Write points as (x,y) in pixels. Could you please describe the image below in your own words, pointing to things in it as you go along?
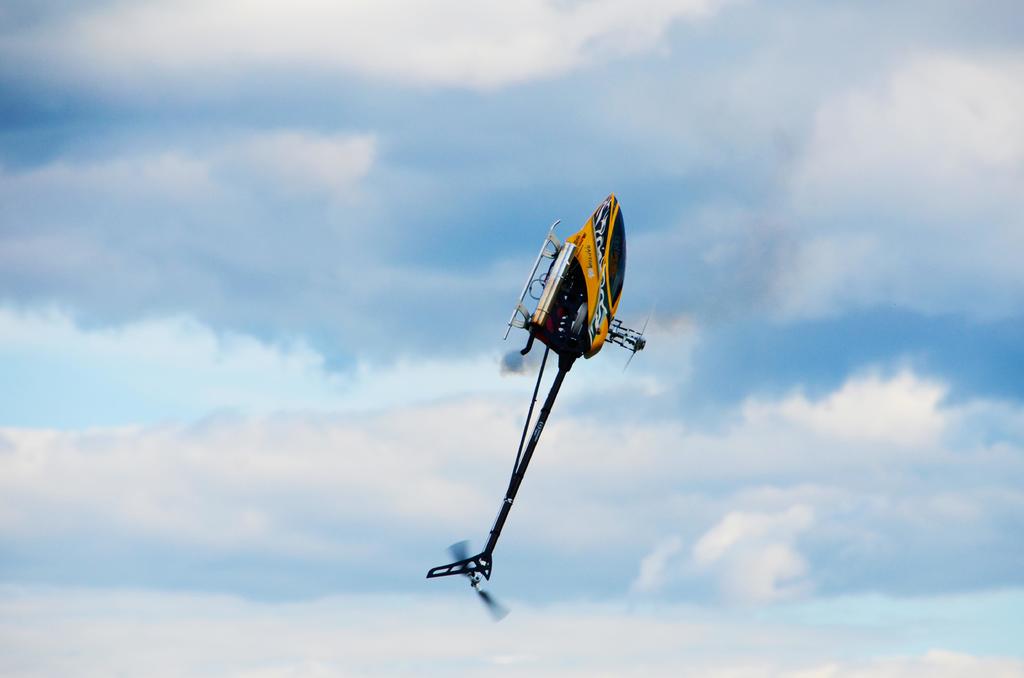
In this picture we can see helicopter (459,561) in the air. In the background of the image (752,432) we can see the sky (707,587) with clouds (643,619).
